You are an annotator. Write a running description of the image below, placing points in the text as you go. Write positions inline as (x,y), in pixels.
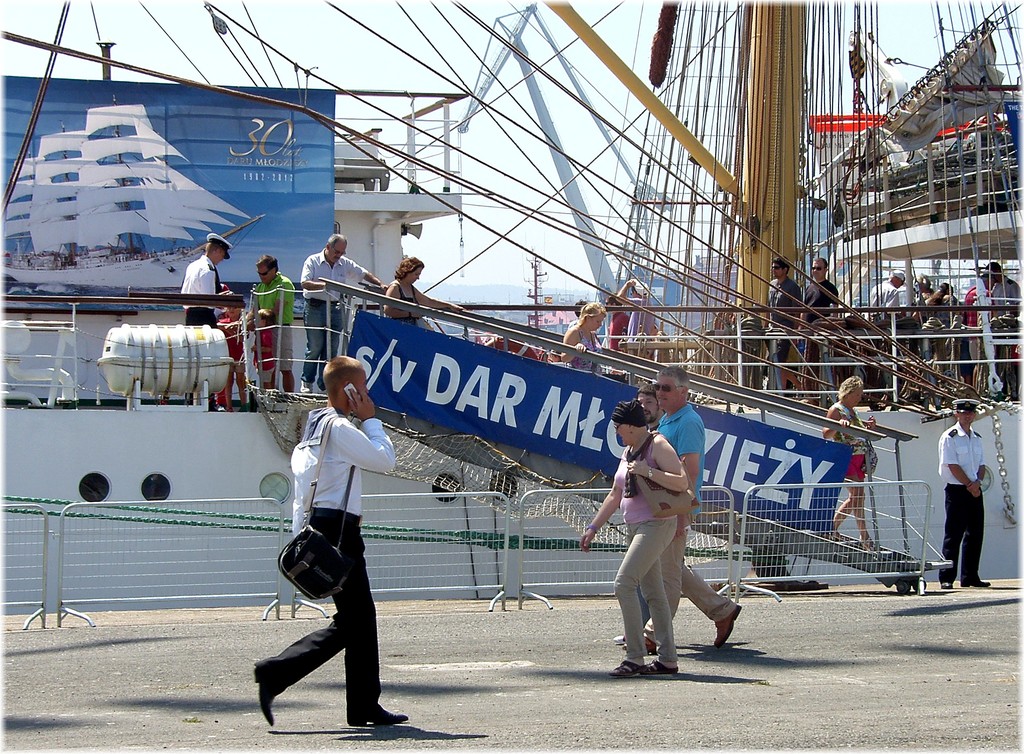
In front of the picture, we see people (394,719) walking on the road (548,683). Beside them, we see people (389,290) walking down the stairs (564,408). Behind them, we see people (223,251) are standing. On the right side (825,278), we see people (963,304) are standing. Behind him, we see many ropes (882,329). On the left side (175,93), we see a board (129,187) in blue color. In the background (534,296), we see buildings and poles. At the top (348,62), we see the sky (433,77).
